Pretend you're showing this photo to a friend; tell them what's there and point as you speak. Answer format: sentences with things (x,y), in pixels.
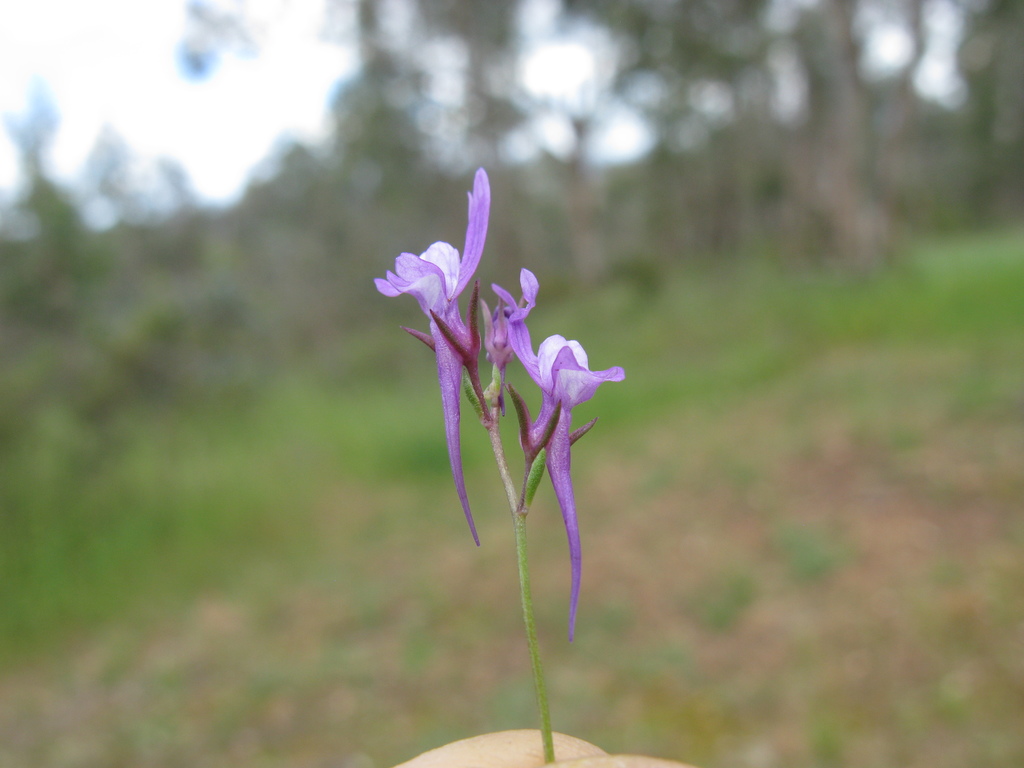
In this image there are flowers (494,334) to the stem (527,603). At the bottom (533,743) there are fingers (569,749) of a person (543,748) holding the stem (537,678). In the background (268,489) there are trees (444,177) and grass (300,484) on the ground (587,612). At the top (259,69) there is the sky (242,40). The background (172,53) is blurry.
